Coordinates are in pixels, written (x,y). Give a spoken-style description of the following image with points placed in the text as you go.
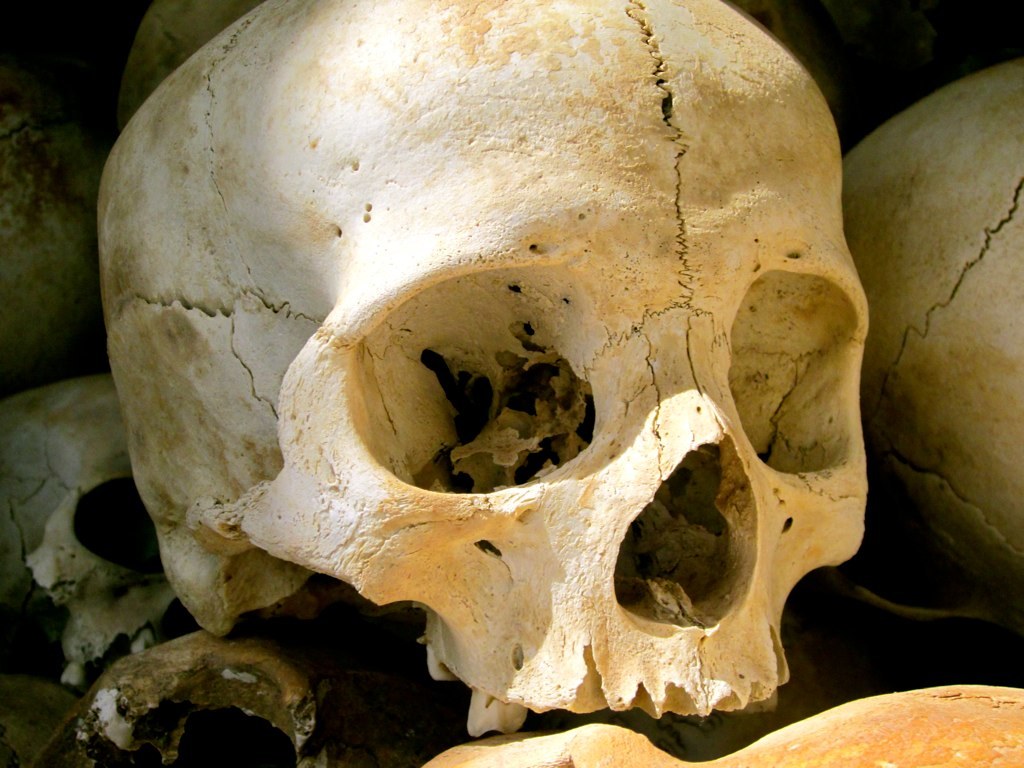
In this picture I can observe number of skulls (518,190). I can observe cracks (159,299) on the skulls (662,232). These are in white color.
